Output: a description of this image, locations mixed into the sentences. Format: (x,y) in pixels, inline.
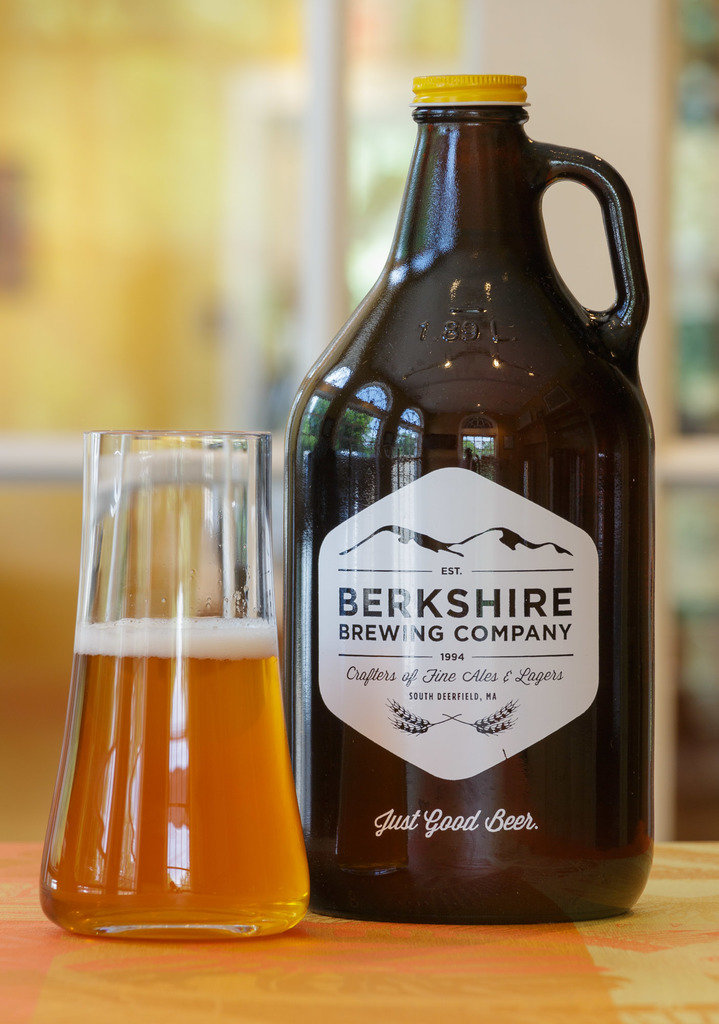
In the middle of the image (395,541) we can see a bottle (395,541) and a glass (258,555) with drink (208,668) in it and we can see blurry background (177,210).
